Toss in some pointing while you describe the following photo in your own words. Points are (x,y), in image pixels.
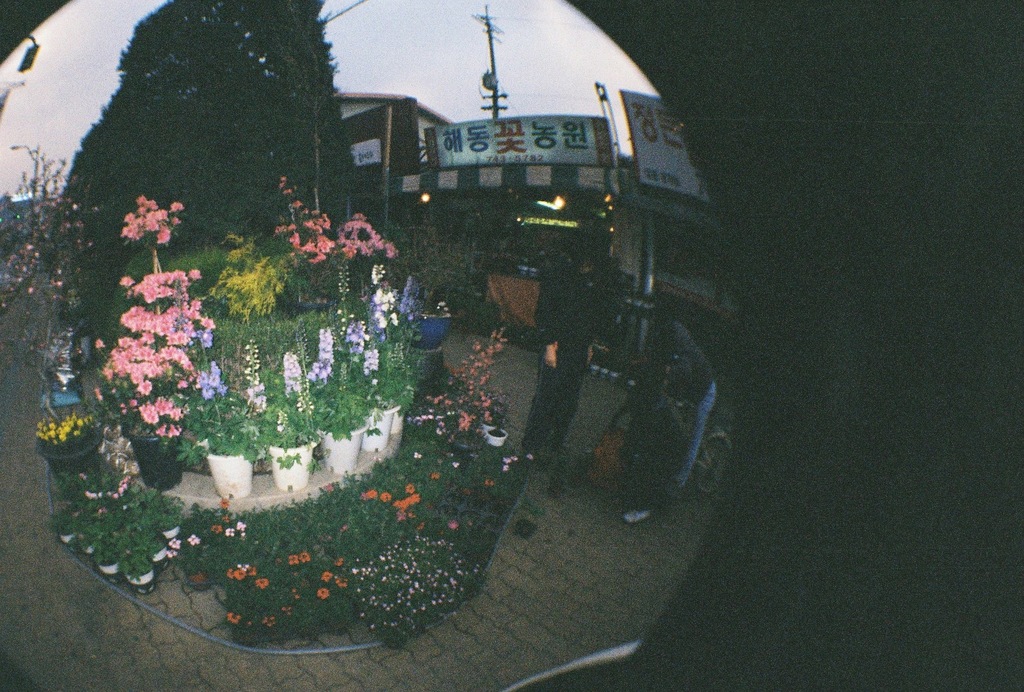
In this image we can see a fisheye view. In the view we can see some things (261,301) such as flower plants (254,326), potted plants (224,447), name boards (662,149), stalls (461,201), sky (594,106), floor (111,656), trees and other objects (515,311). The background of the image (791,641) is dark.
